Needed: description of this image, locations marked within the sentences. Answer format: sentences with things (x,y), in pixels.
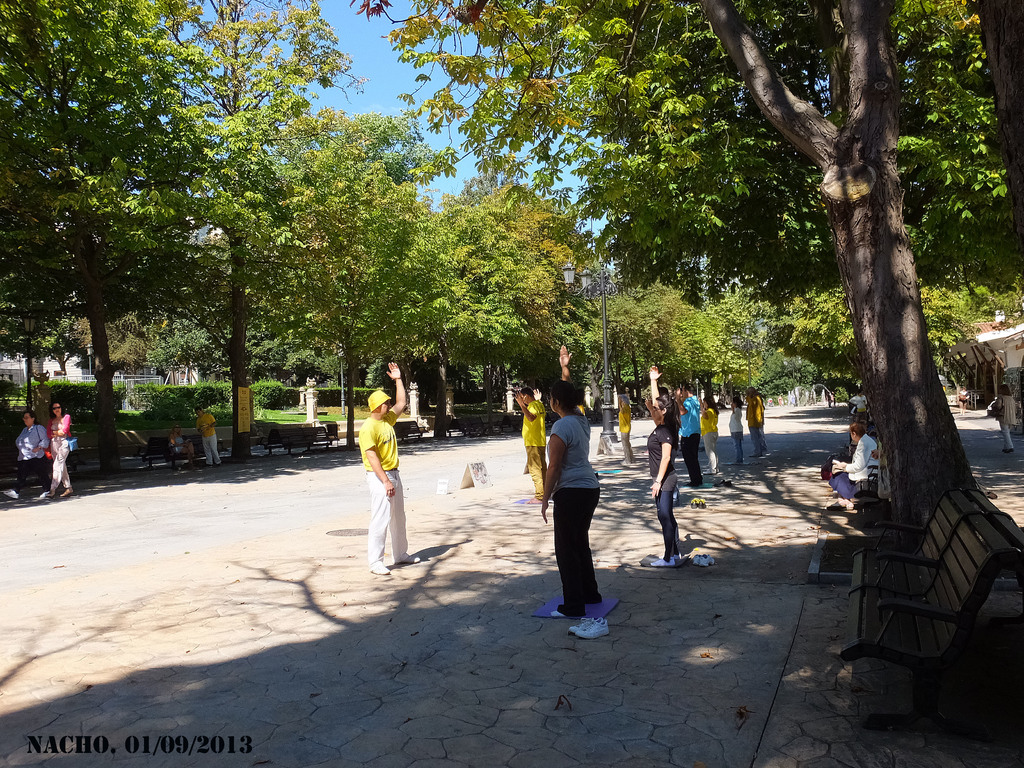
In this image there is a road (460,519) on which there are few people (587,473) who are doing the exercise. There are trees (494,265) on either side of the road (754,622).
